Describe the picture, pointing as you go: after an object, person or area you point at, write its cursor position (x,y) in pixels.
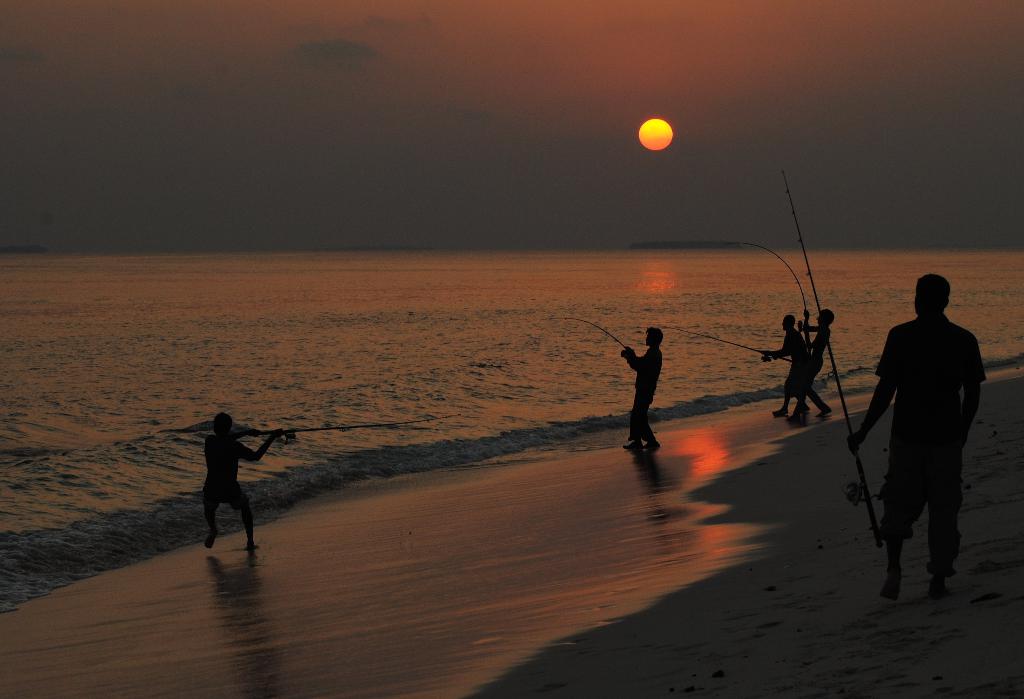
In this picture, we see five men (796,383) are standing and they are holding the fishing rods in their hands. They are fishing. At the bottom (688,605), we see the sand (736,655). On the left side (97,326), we see water (274,299) and this water (373,290) might be in the sea (365,356). At the top (398,167), we see the sky (560,140) and the sun (665,126).
